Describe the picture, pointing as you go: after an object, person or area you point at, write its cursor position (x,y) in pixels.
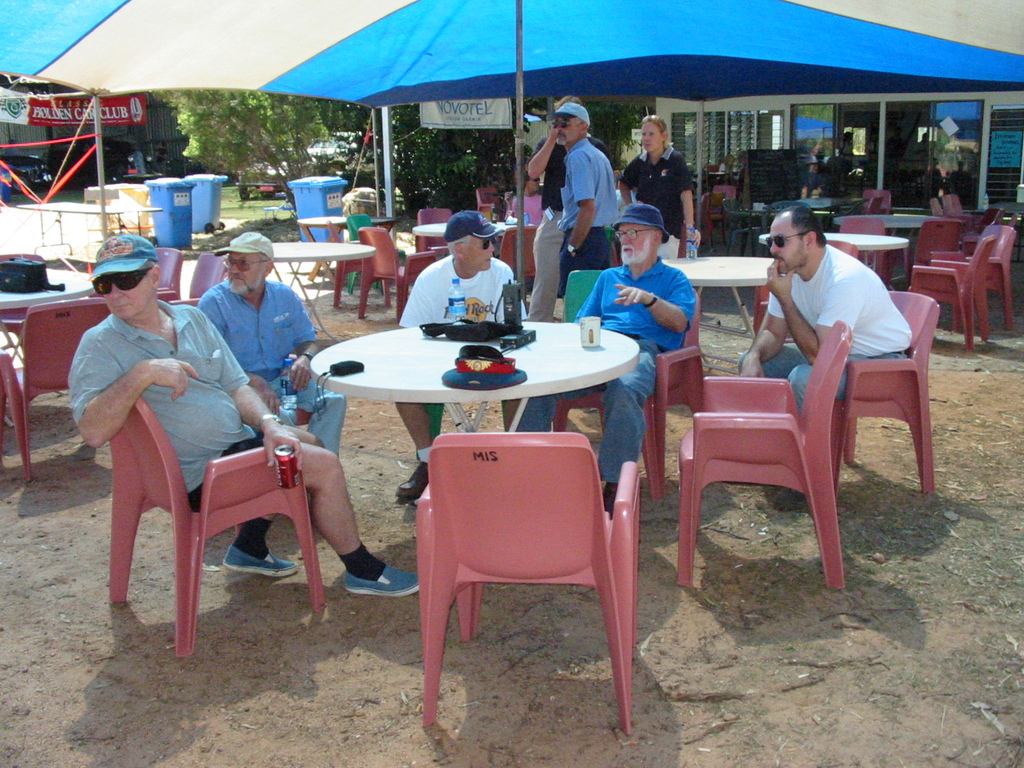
In this image we can see this people (417,404) are sitting on the chairs (523,435) around a table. In the background (705,172) we can see tables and chairs (880,197), persons (540,170) standing, trash cans (162,190), umbrellas (161,27), trees (402,135), cars (42,174), house (1008,171) and banners (446,120).
